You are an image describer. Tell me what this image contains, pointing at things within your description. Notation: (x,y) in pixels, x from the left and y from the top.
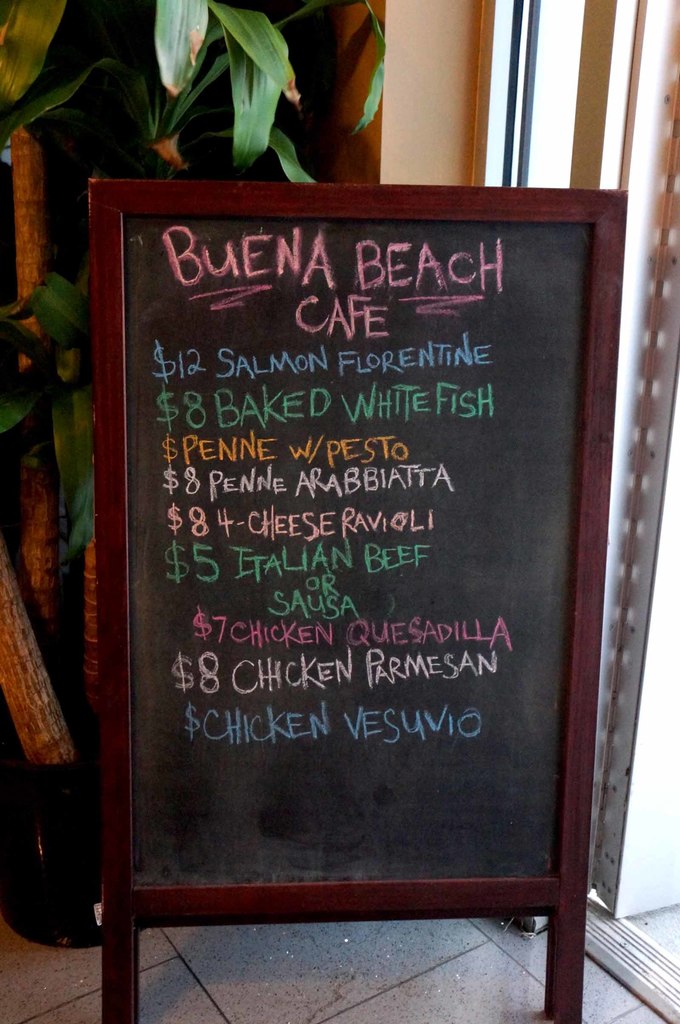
There is a price board (293,383) as we can see in the middle of this image (378,410). We can see a plant (115,161) and a wall (440,80) in the background (451,79).
